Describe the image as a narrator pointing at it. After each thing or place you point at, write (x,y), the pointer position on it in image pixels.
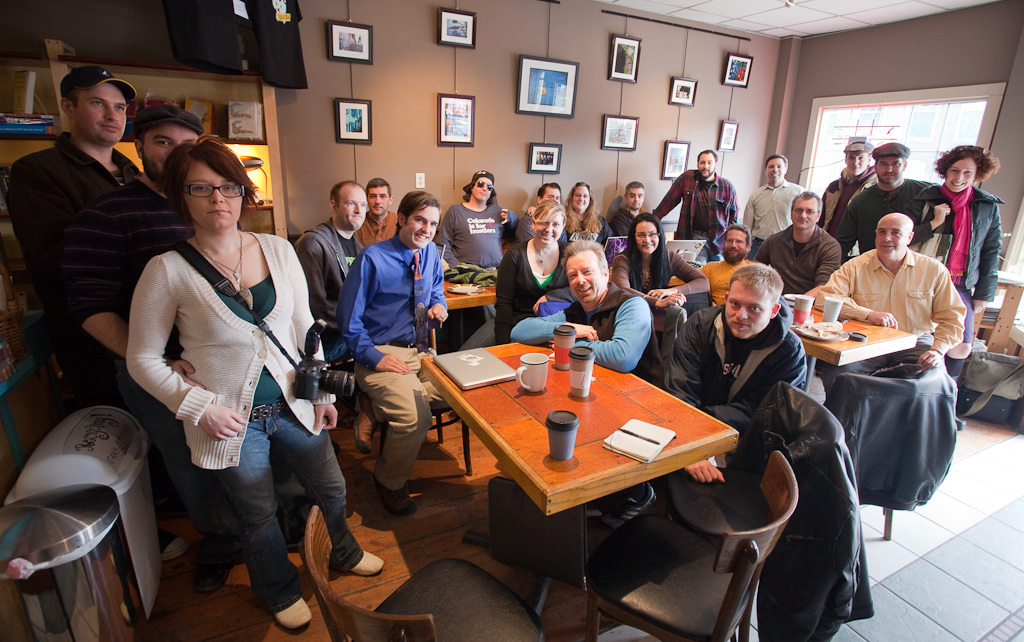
Here a woman (271,243) is standing along with the camera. A group of people (334,306) are sitting on the chairs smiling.
